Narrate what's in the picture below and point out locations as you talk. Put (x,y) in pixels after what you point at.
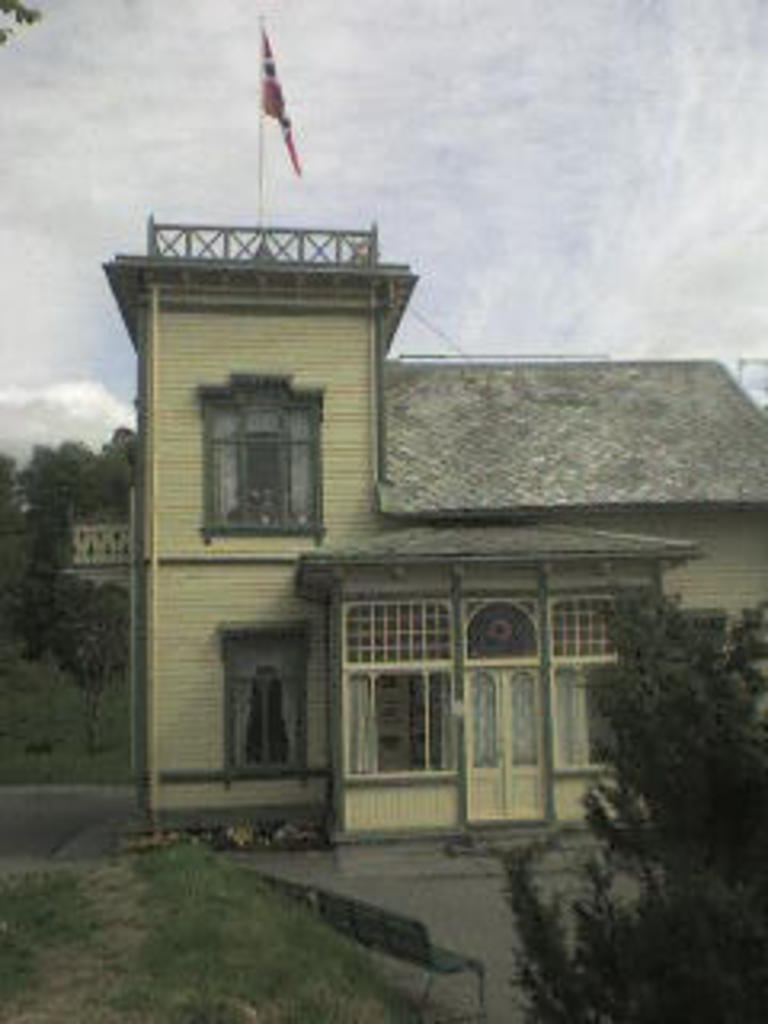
In this image there is a house (365,542). At the top of the house (338,446) there is a flag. In front of the house (225,417) there is a bench (400,930). At the bottom (630,891) there are plants (646,919) and grass (204,970) on the ground (189,983). Behind the house (81,541) there are trees (59,638). At the top (178,48) there is the sky (502,67).
